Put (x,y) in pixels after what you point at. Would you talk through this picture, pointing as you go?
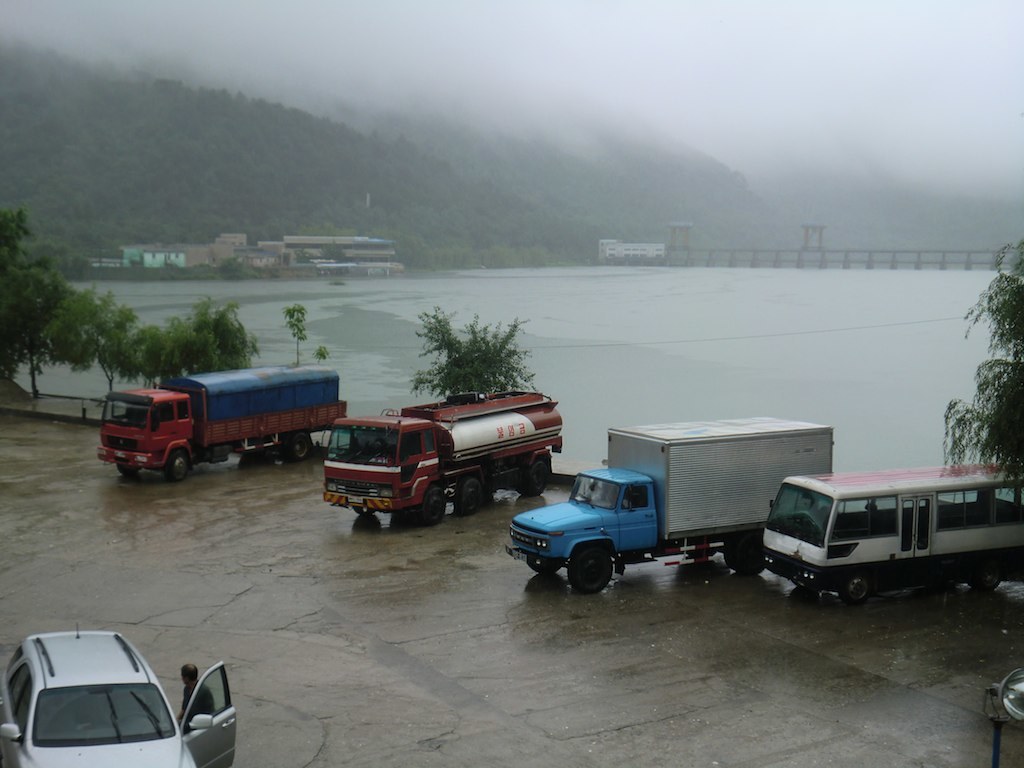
In this picture we can see some vehicles (545,532), on the left side (162,371) there are trees (87,319), we can see water (630,386) here, in the background (344,230) there are some trees (387,162) and buildings (293,255).
